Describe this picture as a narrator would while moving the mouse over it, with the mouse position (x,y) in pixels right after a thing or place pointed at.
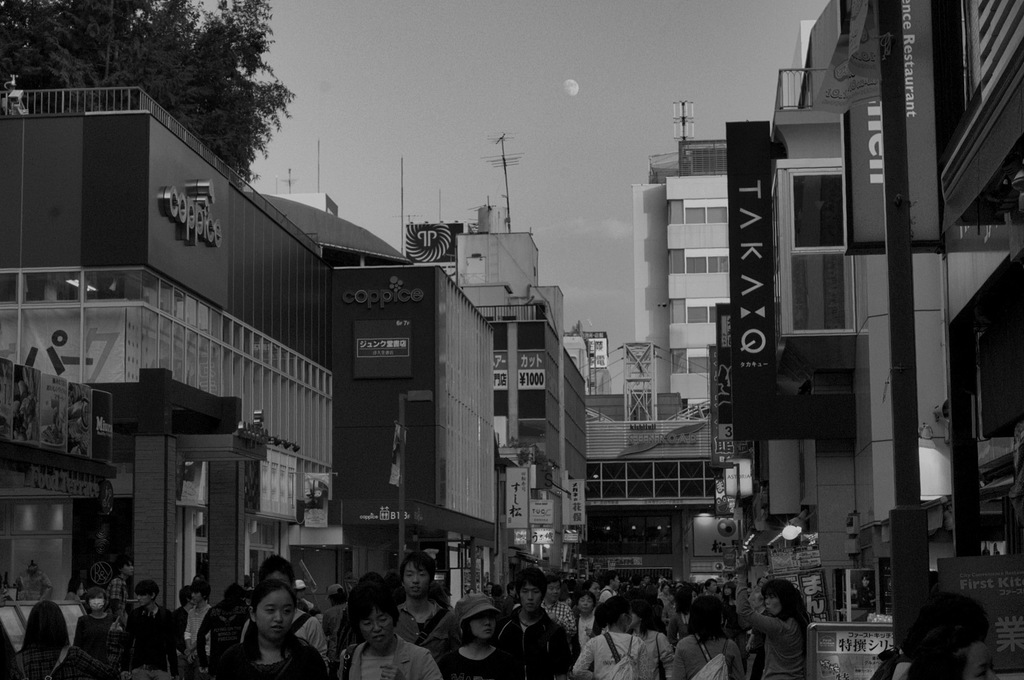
This image consists of buildings (508,325) along with boards (372,302). At the bottom (474,635), there are many people (488,625). At the top (519,84), there is sky (454,76). On the left (205,46), there is a tree (153,48).
